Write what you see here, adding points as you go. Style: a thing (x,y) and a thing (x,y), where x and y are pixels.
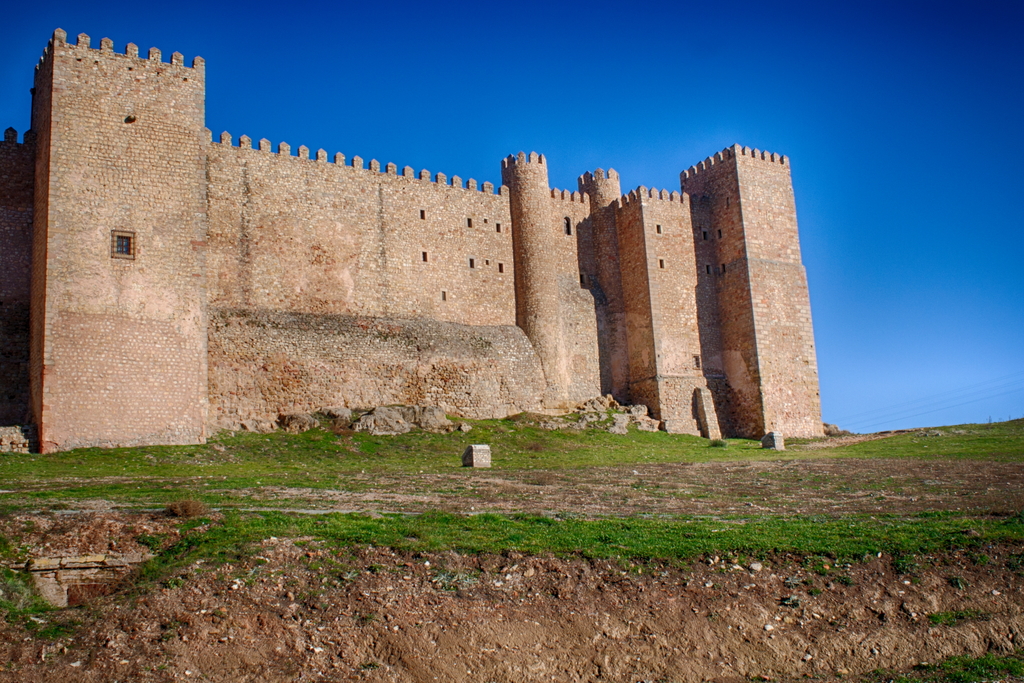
This image consists of a fort (395,336). There is grass (355,544) at the bottom (395,464). There is sky (609,81) at the top (483,98).
